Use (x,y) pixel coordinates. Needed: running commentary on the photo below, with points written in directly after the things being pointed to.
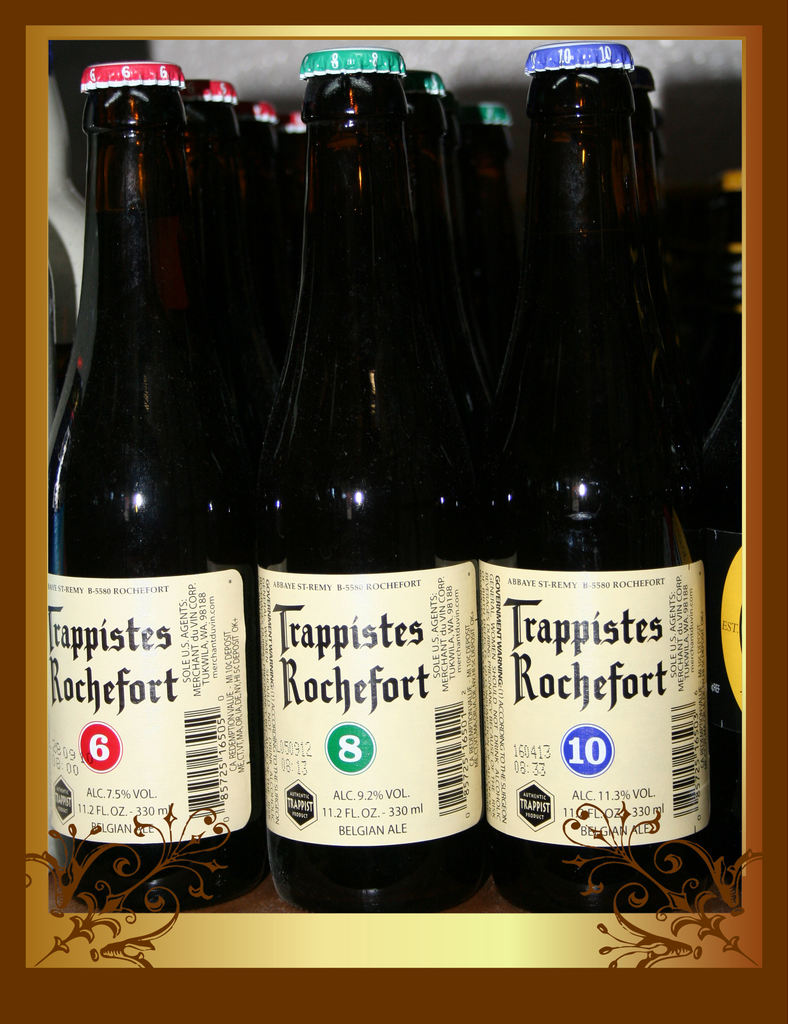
In this picture there are bottles (472,401) with different color caps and there are labels (156,677) on the bottles (280,670). On the labels (280,670) there is a text (495,696) and there are bar codes (677,715).
